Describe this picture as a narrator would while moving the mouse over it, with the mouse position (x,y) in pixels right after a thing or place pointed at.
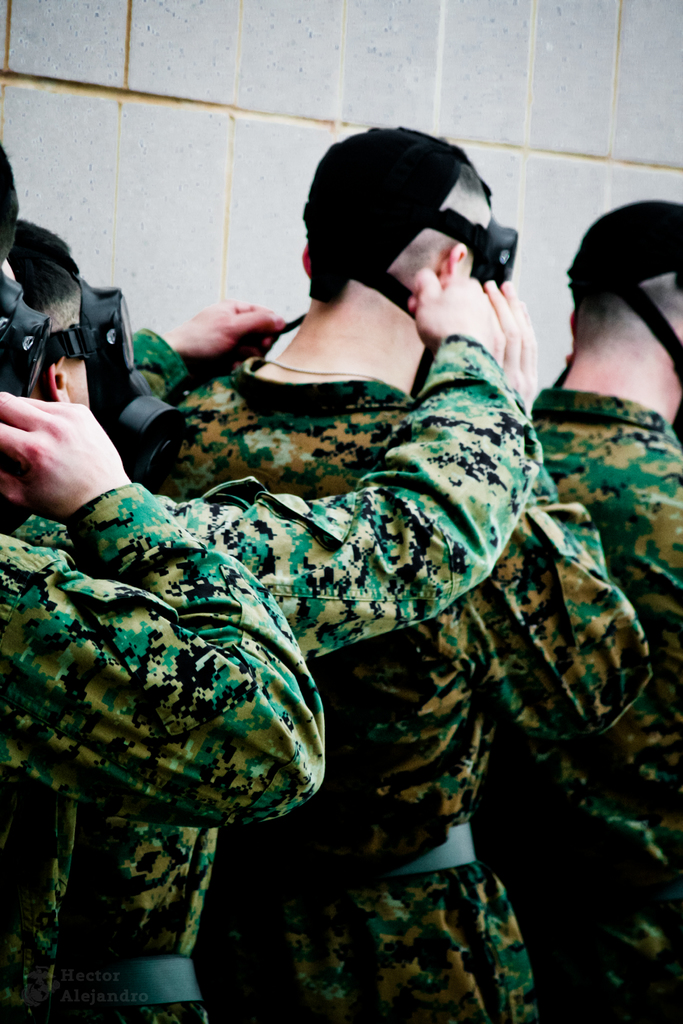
This is a zoomed in picture. In the foreground (393,626) we can see the group of people (333,614) wearing uniforms (441,597) and some other objects (393,176). In the background (226,118) there is a wall (462,24).
